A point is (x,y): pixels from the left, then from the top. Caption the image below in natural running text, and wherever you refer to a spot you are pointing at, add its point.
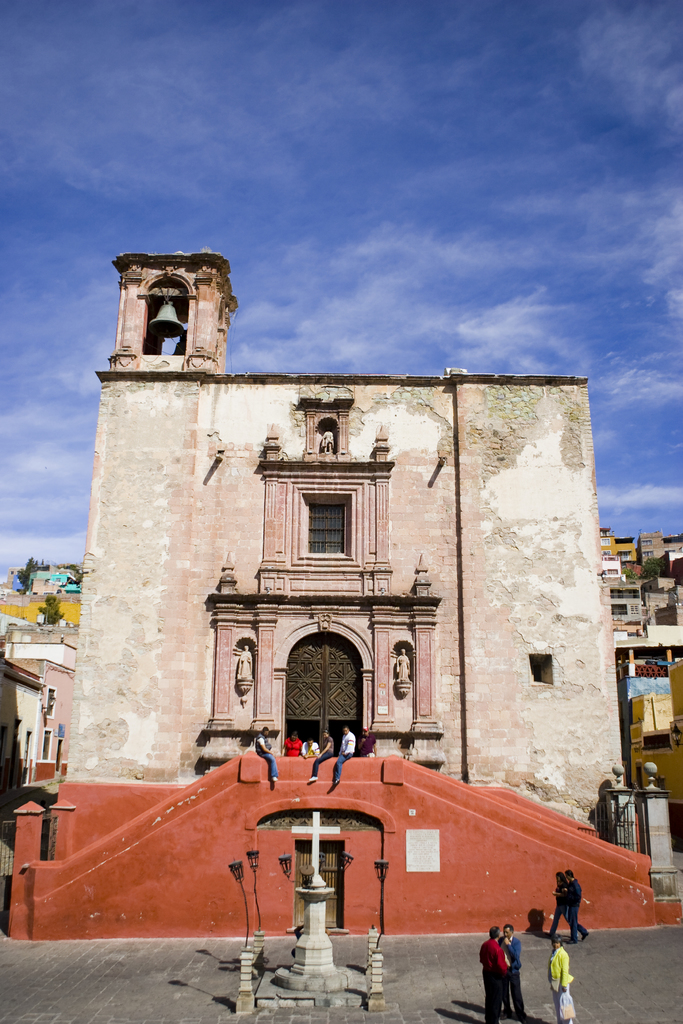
In this picture we can see people (490,951) and in the background (465,920) we can see buildings (395,931), trees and the sky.
